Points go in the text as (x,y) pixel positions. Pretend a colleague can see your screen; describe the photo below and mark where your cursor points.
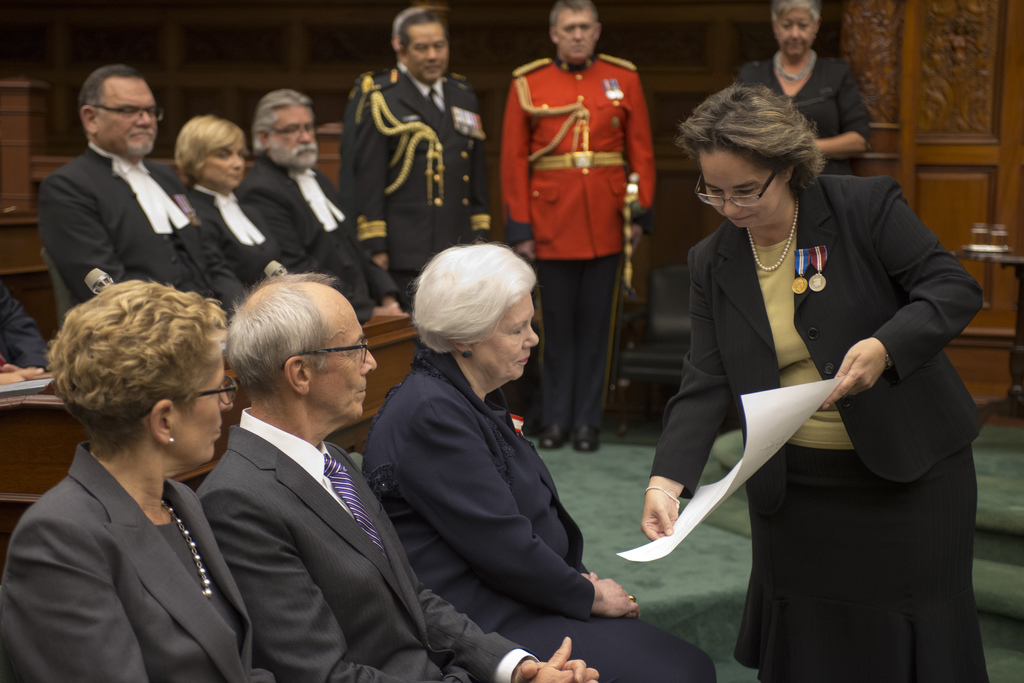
In this image few persons (506,527) are sitting. Right side (913,448) a woman (901,451) is standing and holding a paper (677,536) in her hand (663,523). Left side (116,267) few persons (190,212) are sitting. Before them there is a table (9,445) having a mike (90,273). Right side (798,25) three persons (579,204) are standing on the floor (597,462). Background (987,335) there is a wall (646,48) having a door (959,160).
